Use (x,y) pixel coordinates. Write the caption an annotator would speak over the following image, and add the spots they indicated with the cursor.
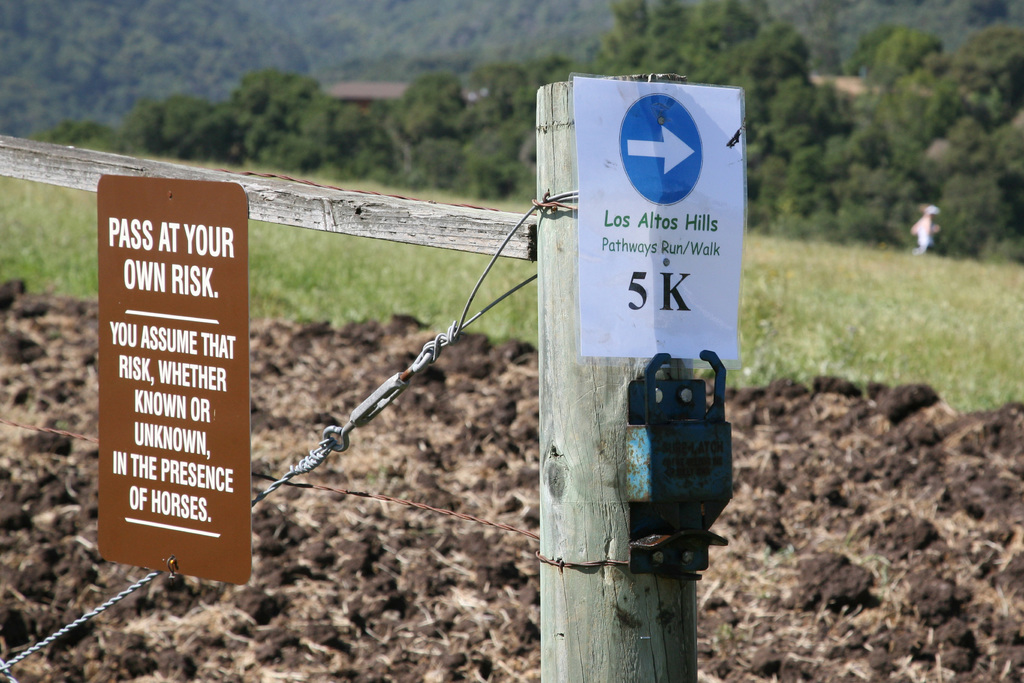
In this image, we can see a wooden pole (574,398), on that pole (602,401) we can see a paper (697,309), there is sand (207,668) and we can see some grass (61,247) on the ground (67,294) at some area (914,344), there are some green trees (381,102).
